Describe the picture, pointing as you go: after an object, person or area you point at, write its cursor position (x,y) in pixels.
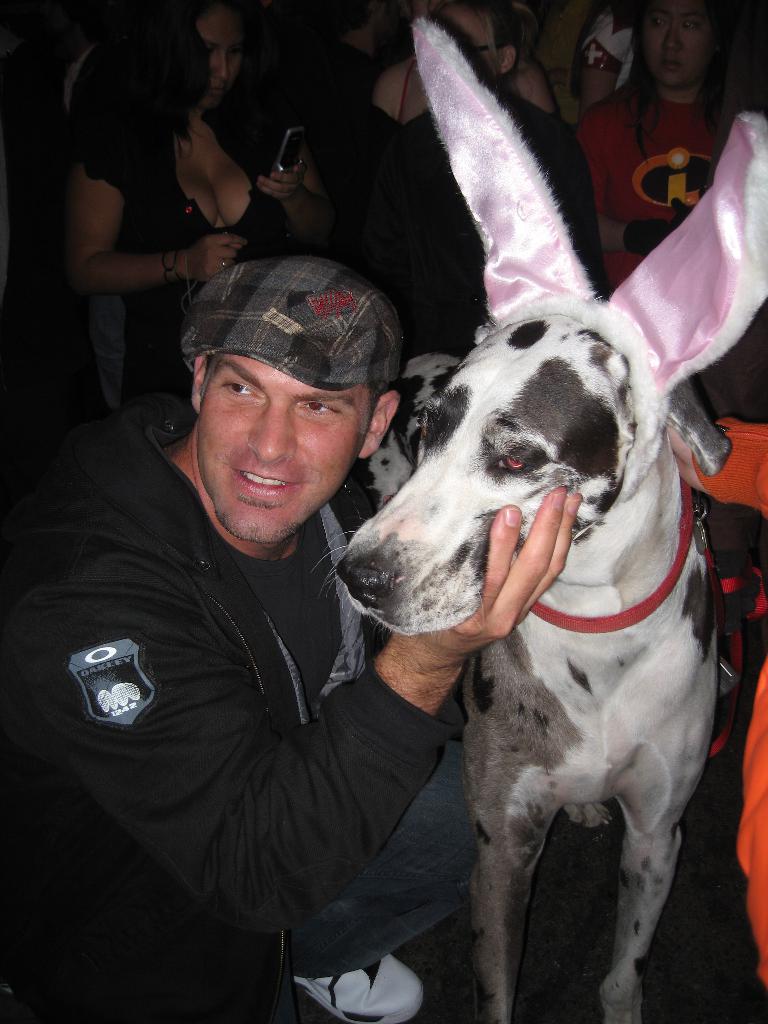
In this picture there is a man (319,570) towards the left bottom (109,810), he is wearing a black jacket (140,553) and plaid hat (286,301), he is holding a dog (591,579). The dog (430,617) is in black and white and it is wearing pink bunny ears (721,225). In the background (480,72) there are group of people (641,174).
